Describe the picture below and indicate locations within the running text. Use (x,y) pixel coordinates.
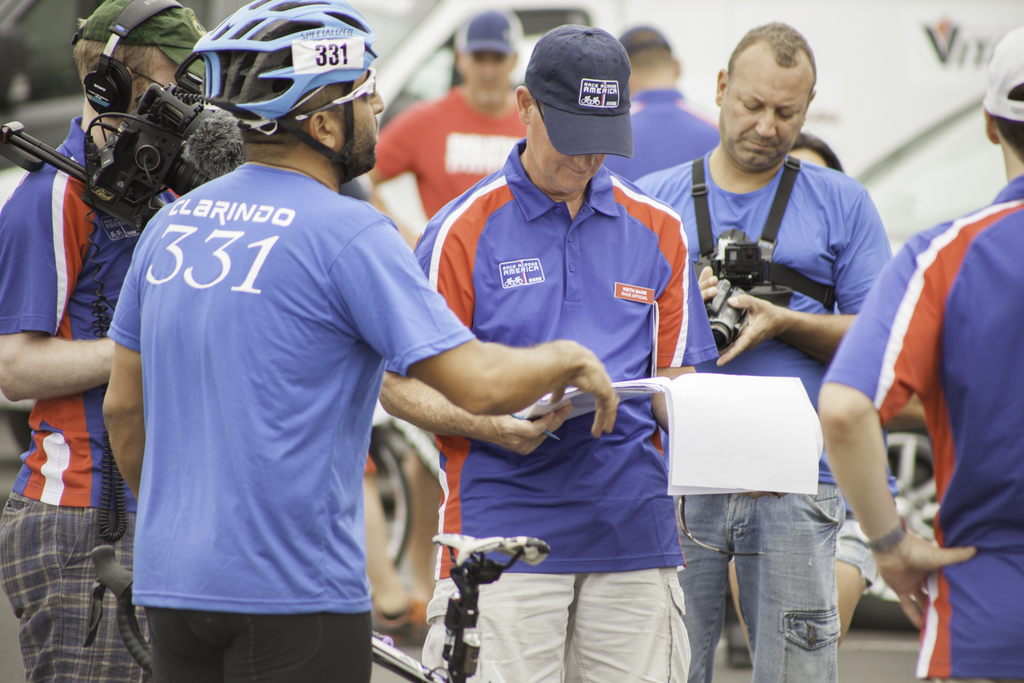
In this image, we can see some persons (887,338) standing and wearing clothes (294,439). There is a person (456,285) in the middle of the image (515,260) holding some papers (652,379). There is an another person (730,370) on the right side of the image (779,284) holding a camera (728,270). In the background (756,26), image is blurred.
